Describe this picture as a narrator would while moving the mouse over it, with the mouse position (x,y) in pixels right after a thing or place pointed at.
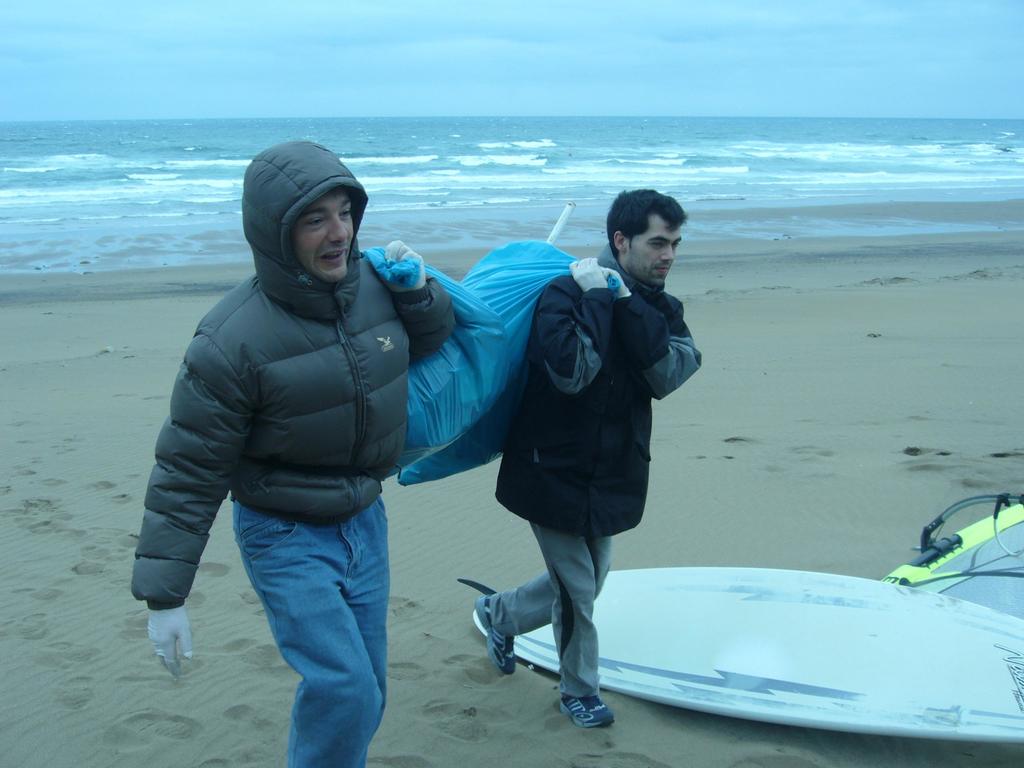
In this picture I can see two persons (541,294) standing and holding bags (523,302), there are surfboards (833,588) on the seashore (748,446), there is water (888,134), and in the background (121,28) there is sky (788,40).
